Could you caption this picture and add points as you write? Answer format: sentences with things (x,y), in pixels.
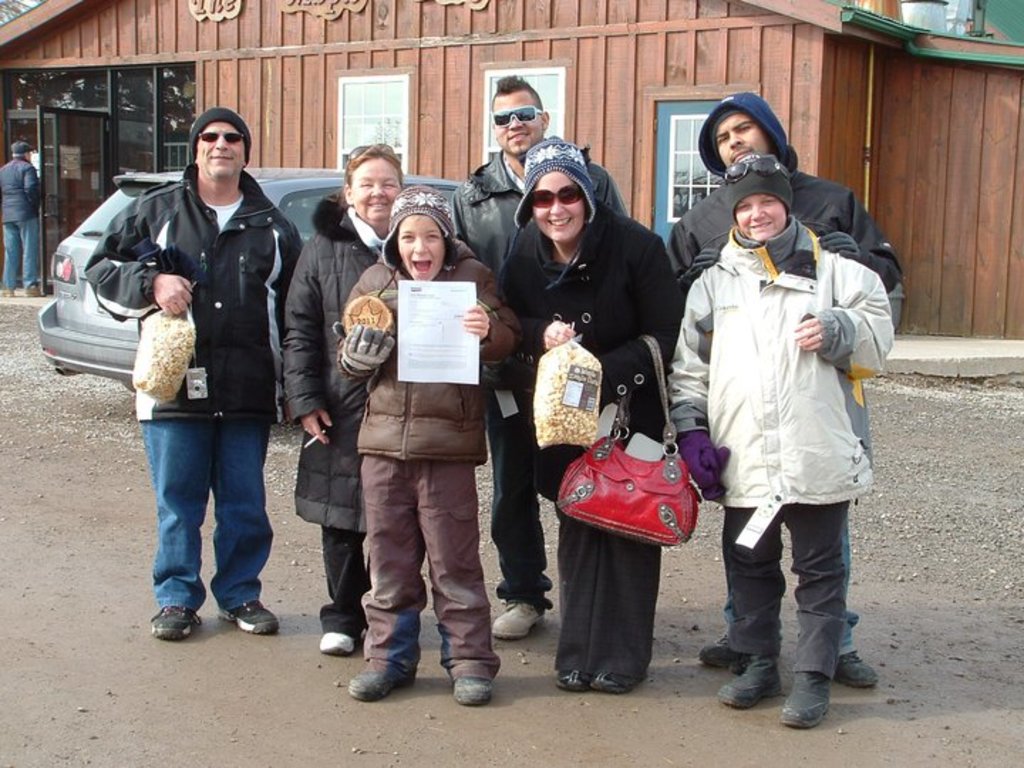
As we can see in the image there is a house (555,56), window (699,172), car (89,320) and few people (451,270) over here.
